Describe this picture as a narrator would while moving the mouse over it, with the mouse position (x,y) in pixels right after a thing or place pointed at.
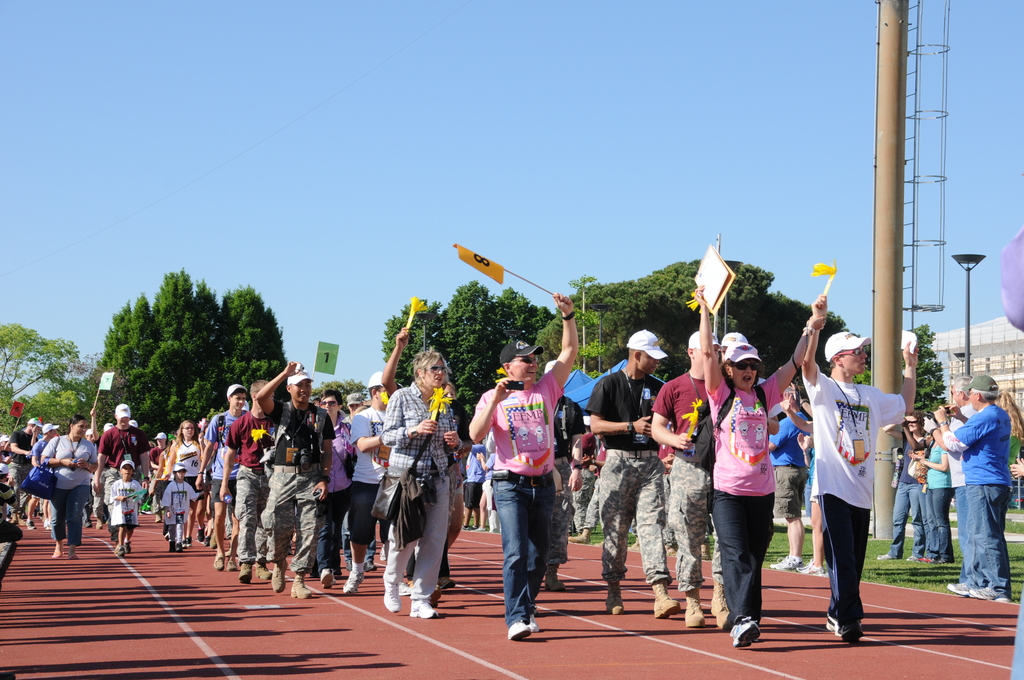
In the center of the image (573,357) there are people (427,367) walking holding flags (516,276) in their hands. In the background of the image (651,330) there are trees (788,312). To the right side of the image (880,430) there is pole (893,8). To the right side (907,573) bottom of the image (931,572) there is grass (921,577). There are people (924,492) standing.
